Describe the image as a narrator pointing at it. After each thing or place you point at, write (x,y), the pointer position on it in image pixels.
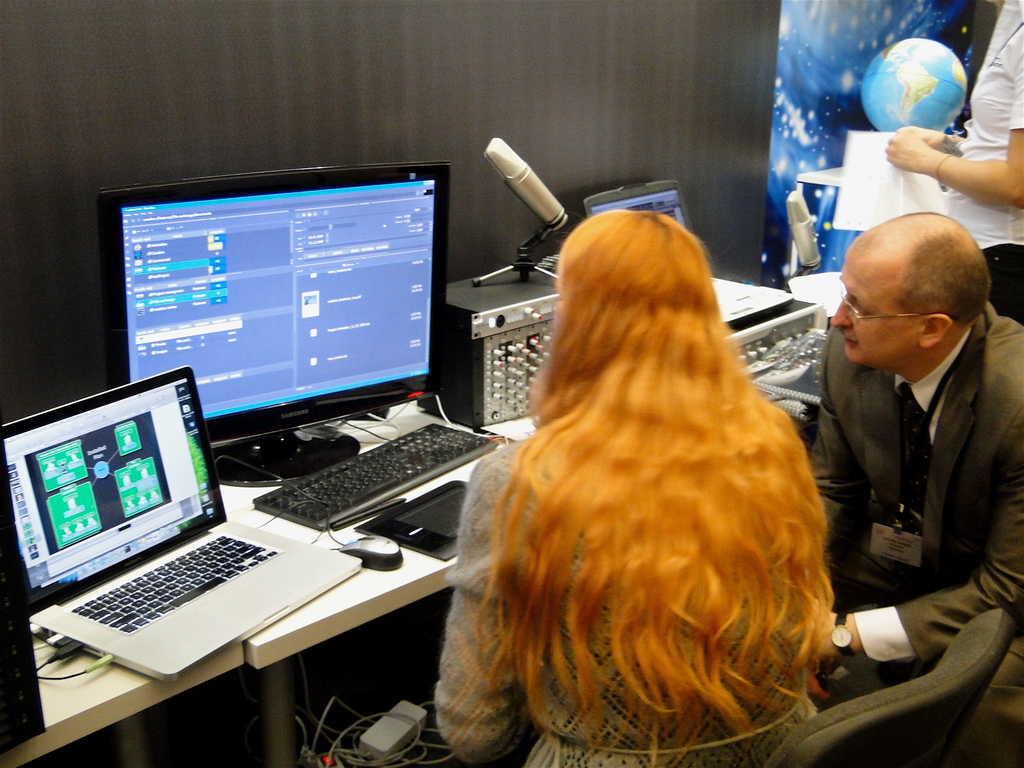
At the bottom of the image (476,745) two persons (1005,426) are sitting. Behind them there is a table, on the table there are some laptop (168,479), screen (277,378), keyboards (373,499), mouse (355,546) and there are some electronic devices (504,279). Behind the table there is wall (464,140). In the top right corner of the image (1008,250) a woman (1011,119) is standing and holding a paper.
